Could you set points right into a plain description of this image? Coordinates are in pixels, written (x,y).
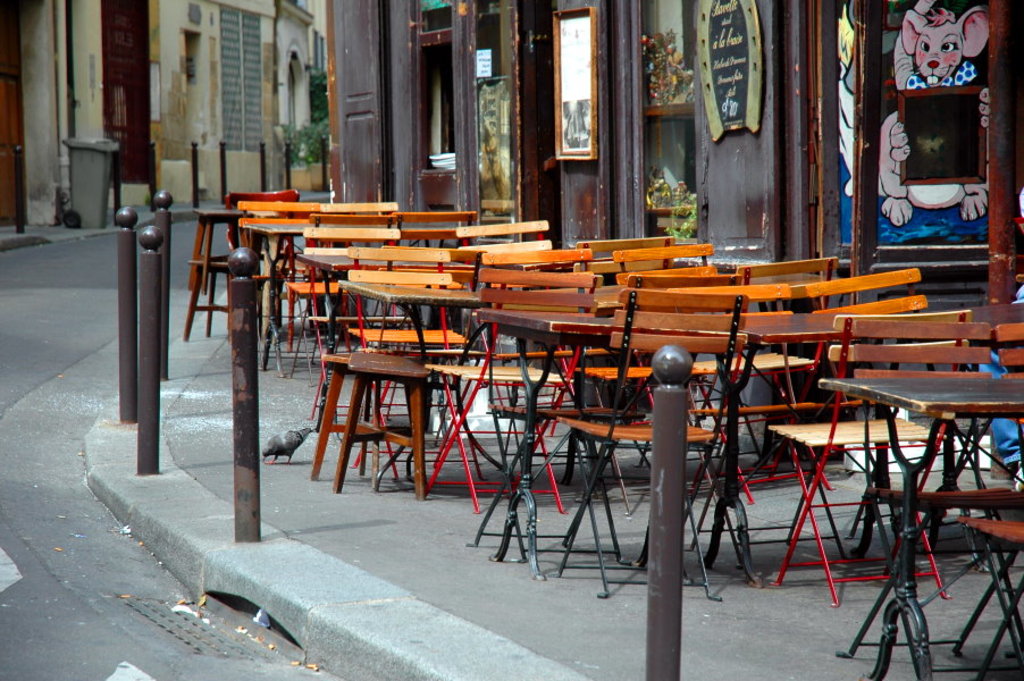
In this image on the right side (875,401) there are some tables (949,403) and chairs (882,423), and there are some boards (982,143), building (693,114) and some flowers (685,83) and objects (666,82). And on the left side of the image (219,76) there are buildings (264,138), plants (313,127) and also we could see rods (126,211) and dustbin (93,206). At the bottom (425,618) there is a walkway (262,486) and there is a bird (290,439).
